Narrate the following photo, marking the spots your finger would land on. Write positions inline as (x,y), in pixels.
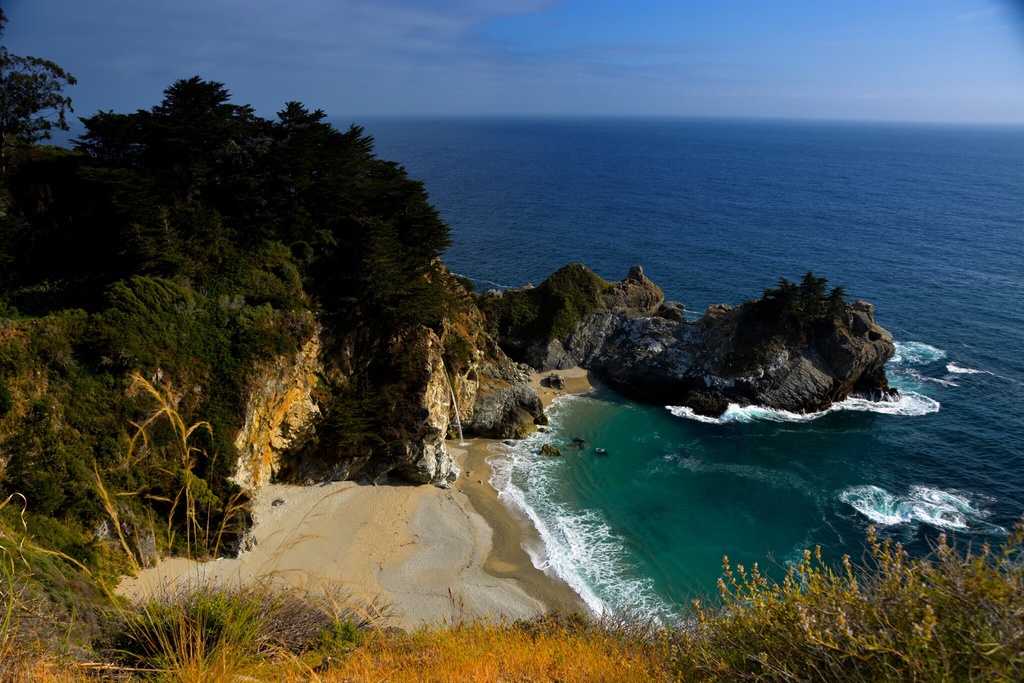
On the right side (956,381) there is an ocean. On the left side (196,343) there is a mountain (474,359). On the mountain (138,368) there are plants (182,296) and trees (214,182). In the background (909,106) there is a sky (813,109).
